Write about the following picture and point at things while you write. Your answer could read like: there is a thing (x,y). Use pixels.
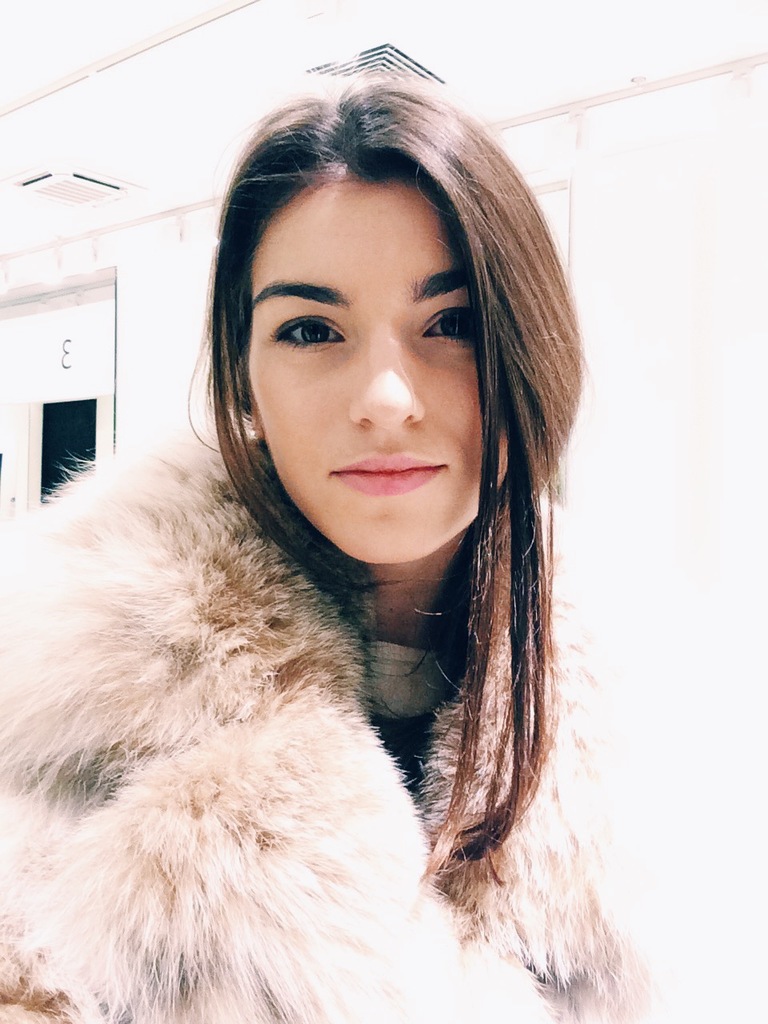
In the foreground of this image (240,741), there is a woman (389,721). In the background (181,295), there is a white wall (151,293), ceiling (110,88) and it seems like a door (54,436) on the left (26,414).
